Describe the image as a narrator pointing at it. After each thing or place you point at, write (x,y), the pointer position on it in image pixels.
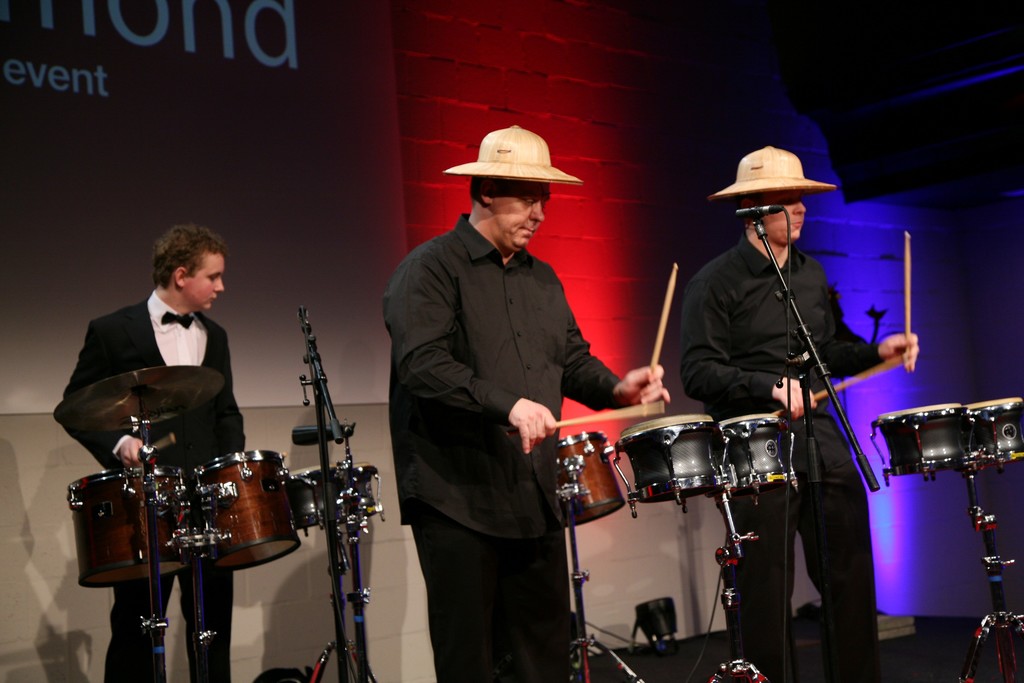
There are people (418,314) standing and playing drums (875,432). We can see microphones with stands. In the background (621,80) we can see screen (305,196) and wall (413,176). We can see objects (734,665) on the floor (718,653).
